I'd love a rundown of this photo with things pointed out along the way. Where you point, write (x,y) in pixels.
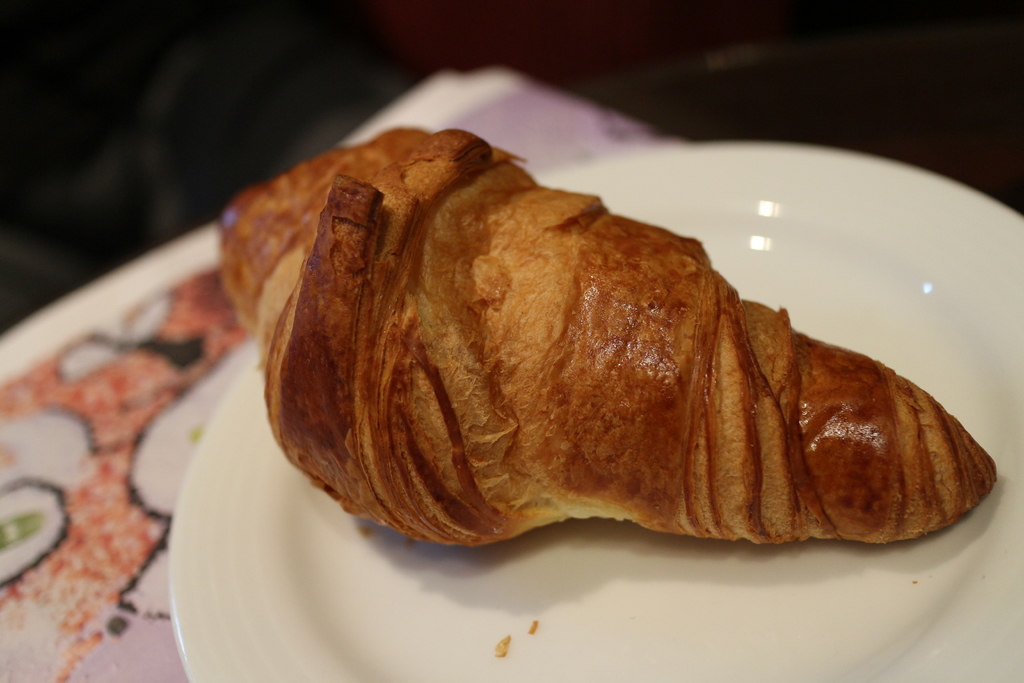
In this picture I can see some food item (470,402) placed in the plate (327,587).
